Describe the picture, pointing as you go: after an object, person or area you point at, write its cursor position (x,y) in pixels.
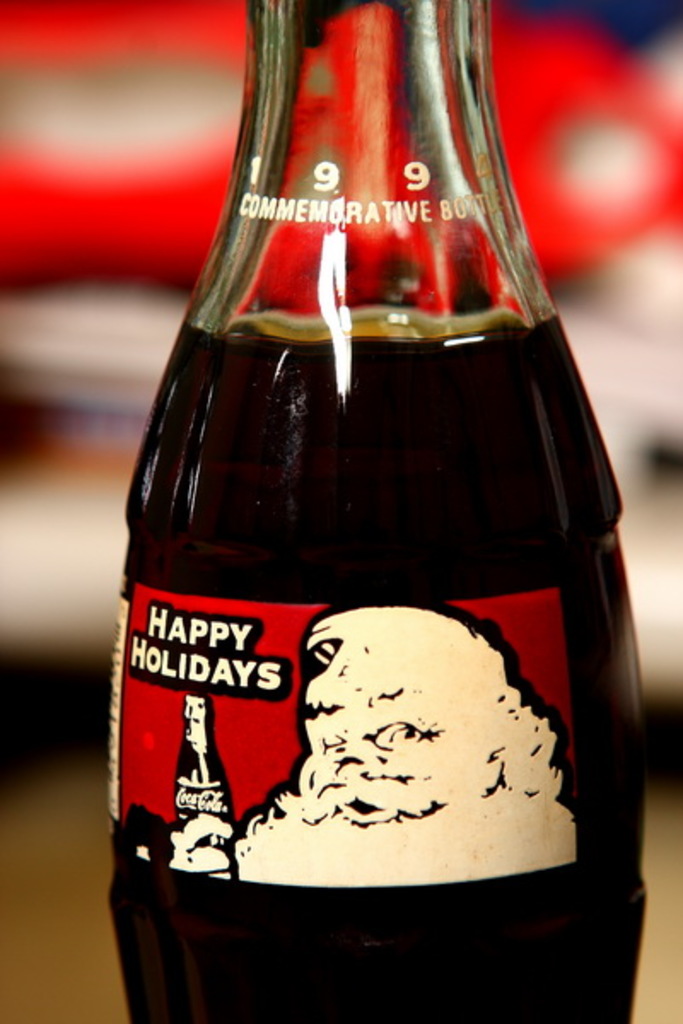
It's a coke bottle (357,651) with a label (391,725) on it.
